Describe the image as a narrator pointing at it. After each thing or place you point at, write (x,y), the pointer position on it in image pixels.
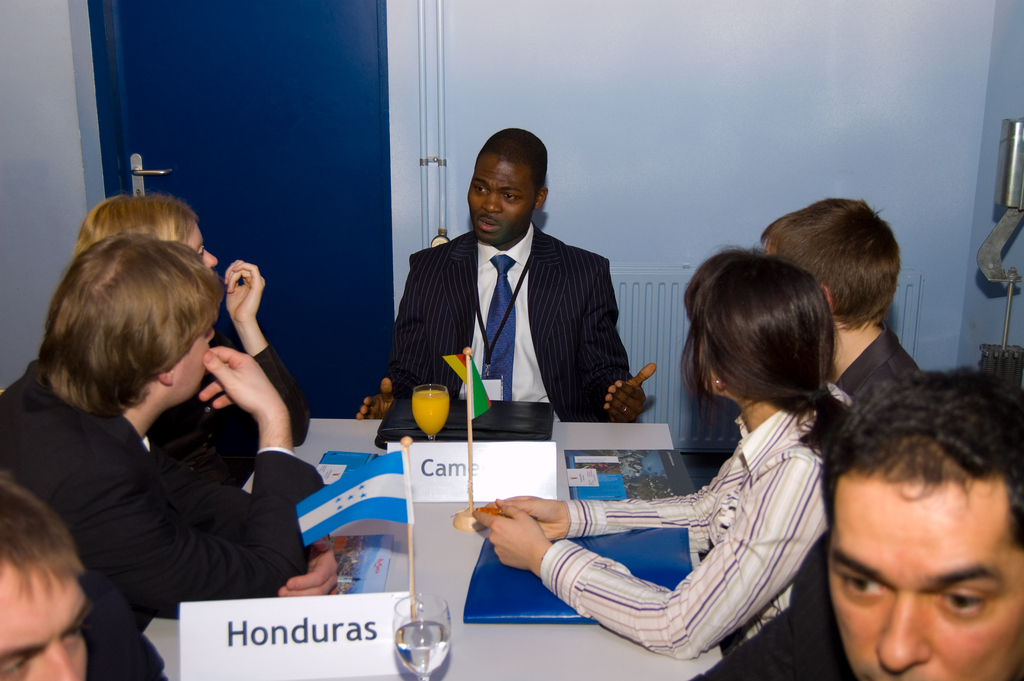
In this image there are people (119,427) sitting on the chairs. In front of them there is a table (373,522). On top of it there are name boards (201,619). There are glasses (432,428), files (651,477). In the background of the image (328,249) there is a closed door (262,161). There is a wall (638,120). On the right side of the image (1008,332) there is some metal object (1003,368).
